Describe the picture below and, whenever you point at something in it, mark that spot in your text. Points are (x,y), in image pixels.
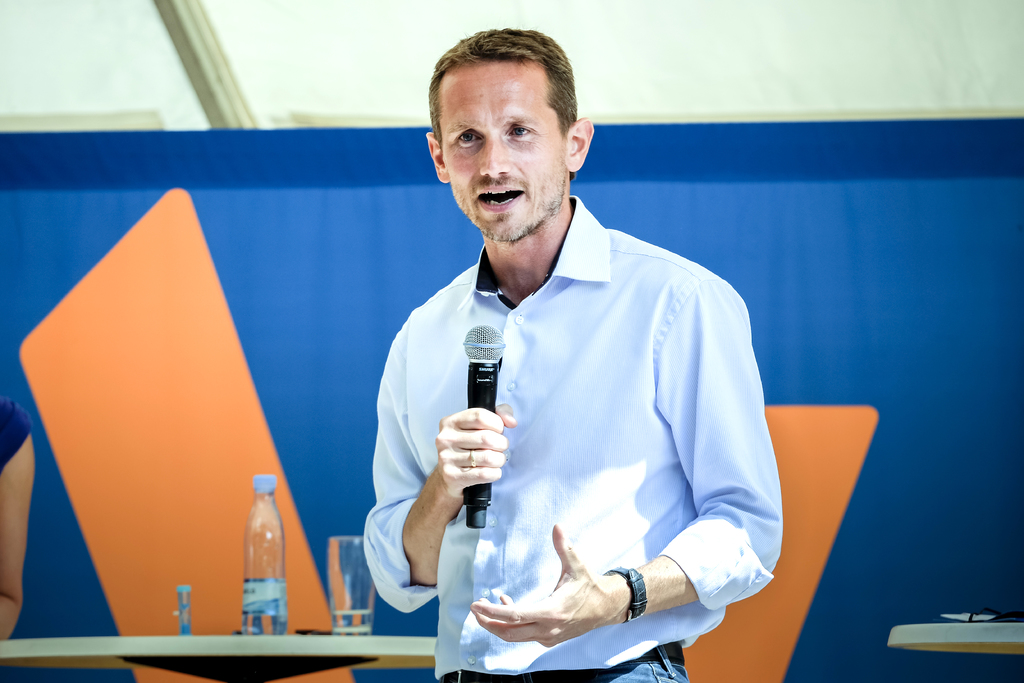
In this picture we can see man (662,403) standing holding mic (474,395) in his hand (491,447) and talking and in the background (400,646) we can see table (273,652) and on table (145,644) we have bottle (276,622), glass (353,558) and in the background (248,241) we can see banner (190,226).
